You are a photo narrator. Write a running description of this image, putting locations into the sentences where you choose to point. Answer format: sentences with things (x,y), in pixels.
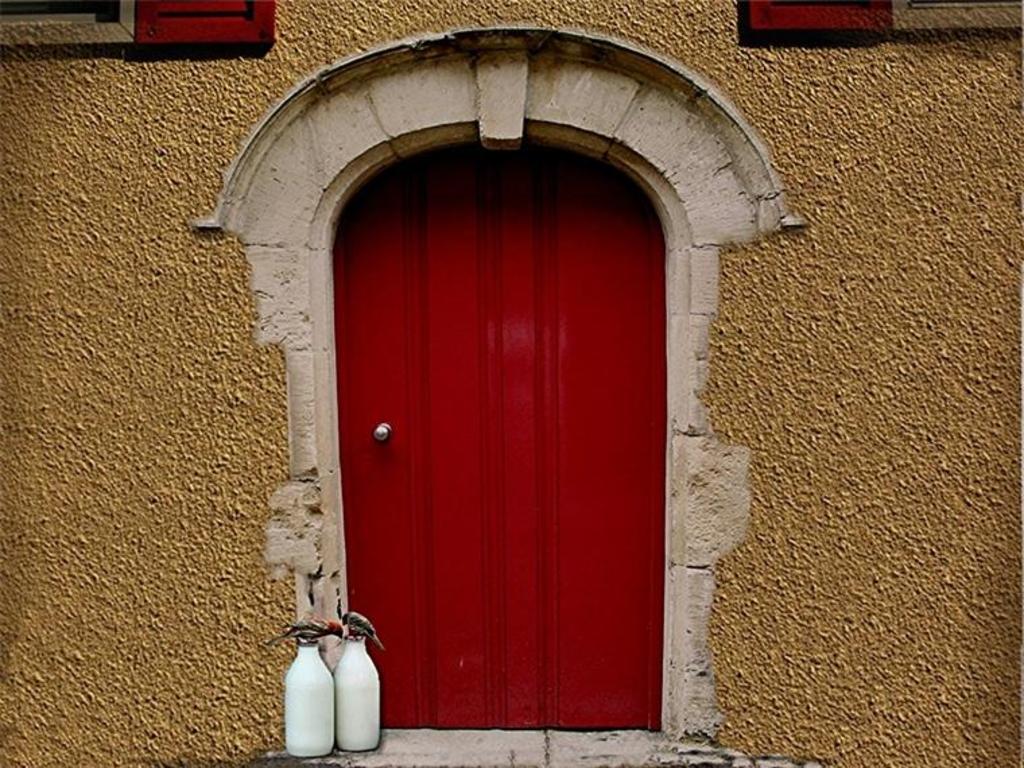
In this picture I can observe red color. There are two white color bottles (314,680) placed on the floor (388,749). I can observe two birds (314,630) on the two bottles (316,674). There is a cream color wall (191,386).
